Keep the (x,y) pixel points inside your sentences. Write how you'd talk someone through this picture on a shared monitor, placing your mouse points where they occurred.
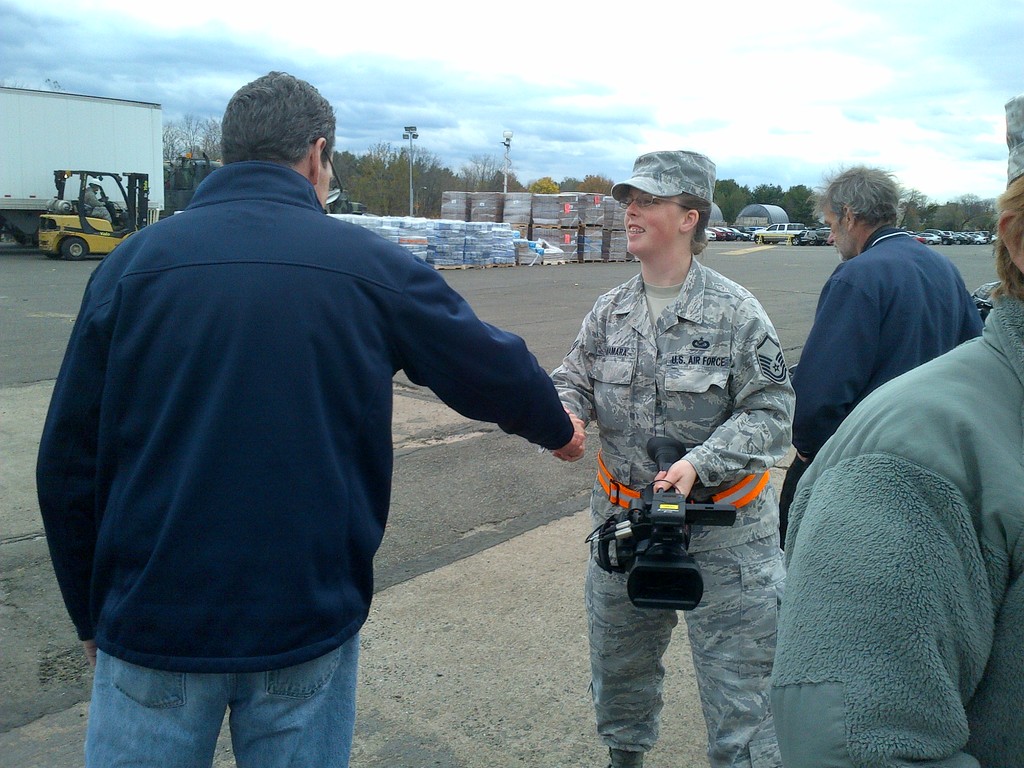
This image is taken outdoors. At the top of the image (224,54) there is the sky (737,132) with clouds (820,39). In the background (925,215) there are many trees (957,202) on the ground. There are a few poles (504,173) with street lights (410,159). Many vehicles (794,238) are parked on the road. There are many objects (580,232) and things (491,232) on the road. On the left side of the image (121,185) a truck (79,185) and a vehicle (99,217) are parked on the road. In the middle of the image (411,380) a man (321,646) and a woman (658,476) are standing on the road (370,658) and a woman (701,616) is holding a camera (689,563) in her hand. On the right side of the image (843,498) there are two men (927,420) standing on the road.
